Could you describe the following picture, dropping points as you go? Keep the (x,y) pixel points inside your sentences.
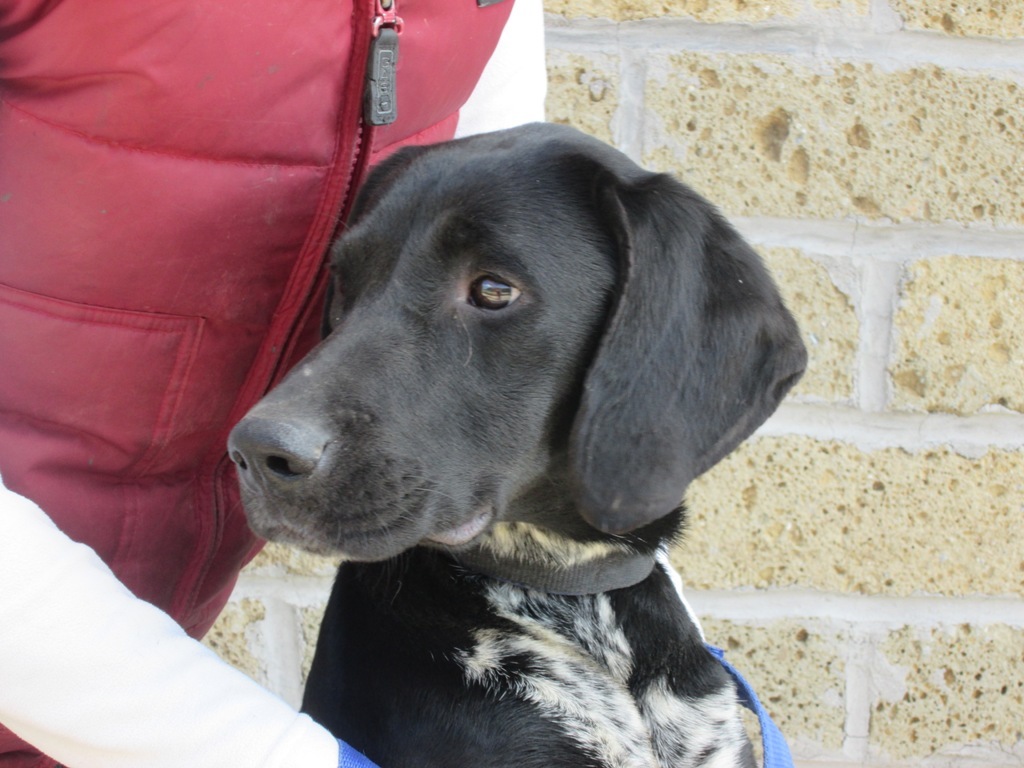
In the center of the image (419,335) we can see person (348,216) and dog (585,634). In the background (811,131) there is wall (925,654).
